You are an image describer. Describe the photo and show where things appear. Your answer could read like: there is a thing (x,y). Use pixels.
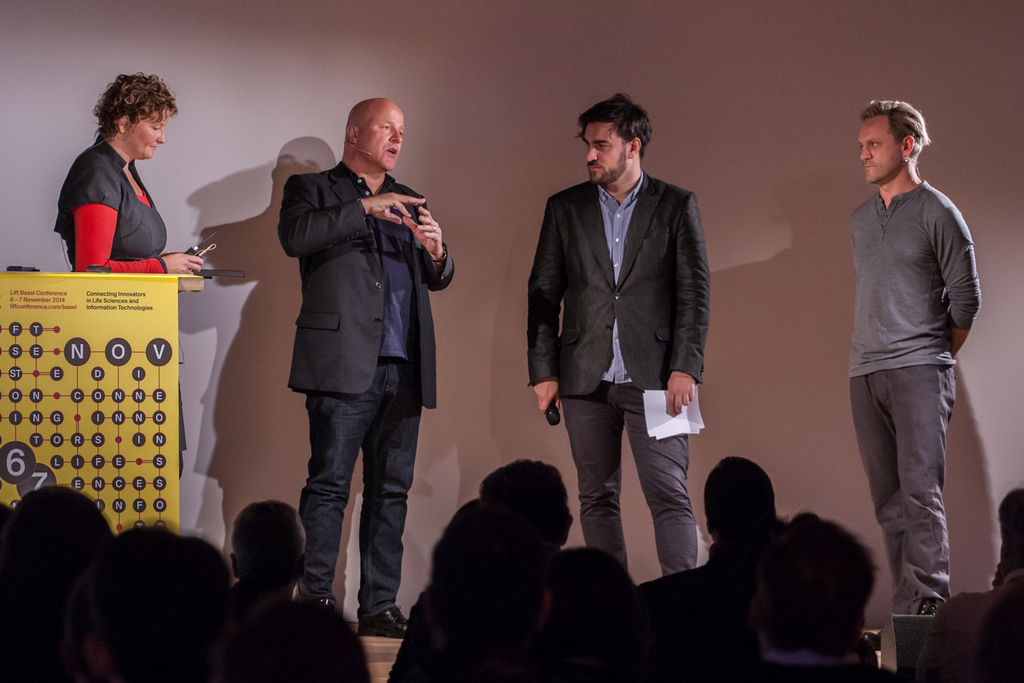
There are four people (692,299) standing. This looks like a banner (128,407) with the letters (119,397) on it. At the bottom of the image (199,538), I can see a group of people (1011,614). In the background (242,472), that looks like a wall (609,73), which is white in color.
